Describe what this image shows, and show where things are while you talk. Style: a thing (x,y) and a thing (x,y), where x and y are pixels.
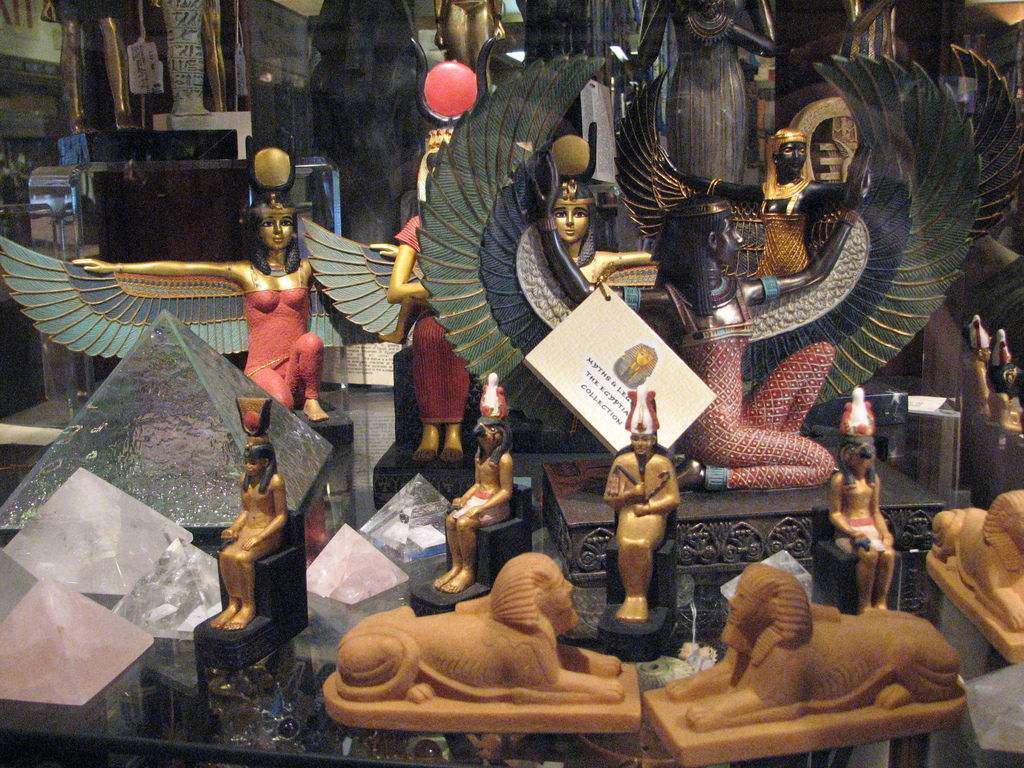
In the image we can see some sculptures (986,580).
